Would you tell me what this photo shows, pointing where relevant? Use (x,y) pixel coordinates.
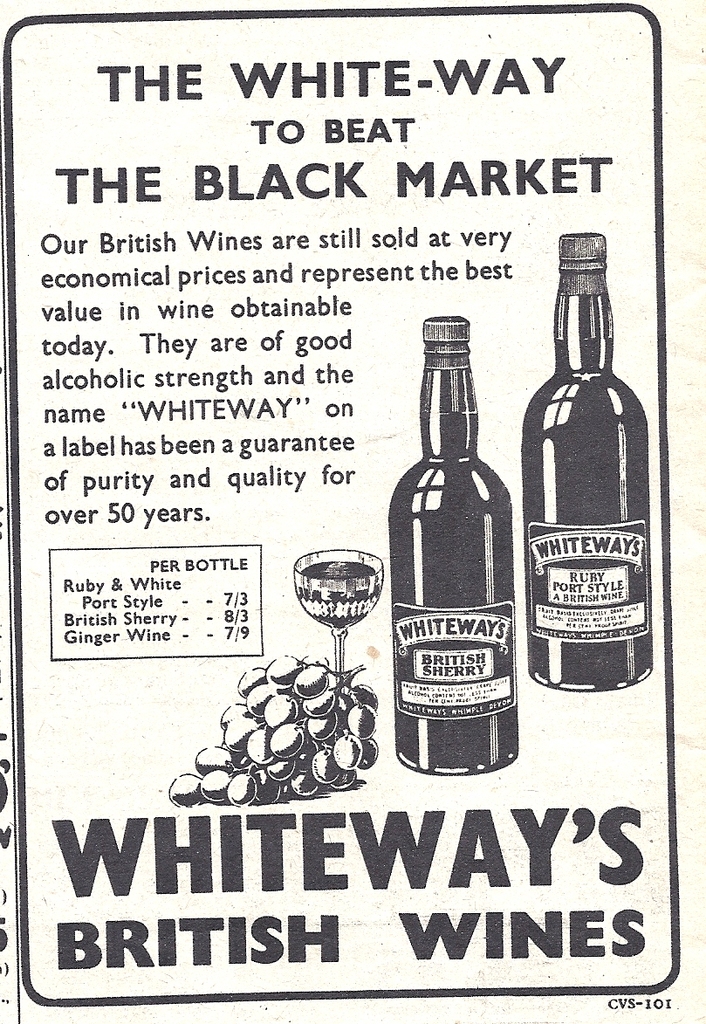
In this image there is some poster (290,164) on which we can see there is some note (298,848) and sketch (336,704) of grapes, glass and bottles (444,548).
